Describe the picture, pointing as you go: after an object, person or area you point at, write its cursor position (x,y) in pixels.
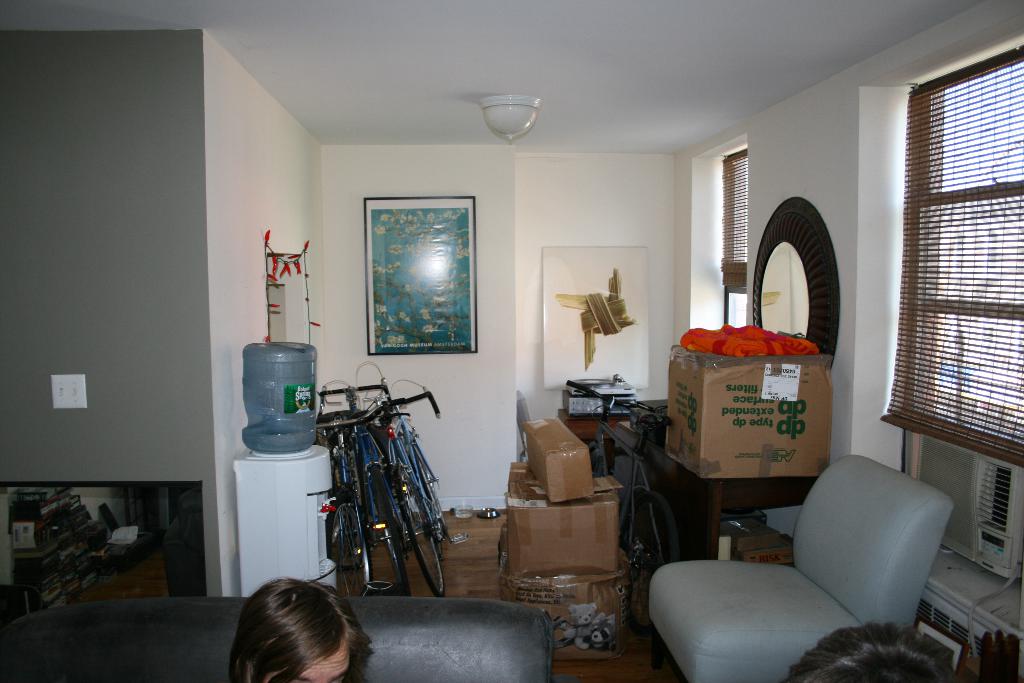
This is a room (501,528). In this room (451,474) there are cycles (409,475), water purifier (304,460), can (302,431), sofa (431,652), box (721,447), table (654,448), light (496,133), curtains (952,319), AC (977,480), and plates (487,517). And there is a person's head (295,631).
